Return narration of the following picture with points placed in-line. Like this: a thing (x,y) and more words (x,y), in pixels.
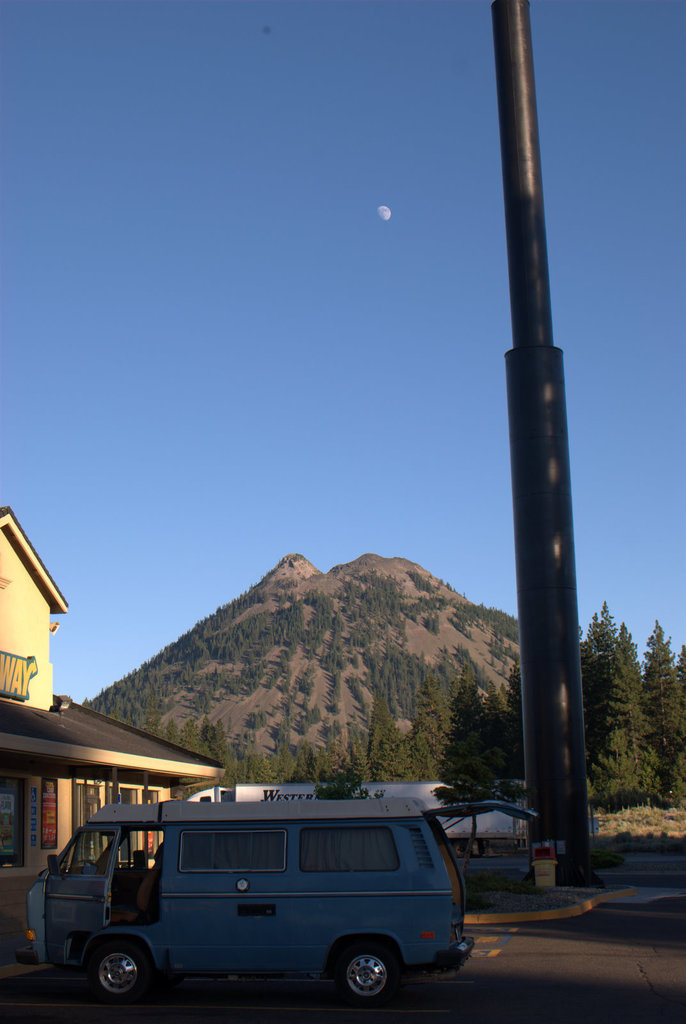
In this picture we can see a van (327,940) here, on the left side (22,796) there is a building (27,746), we can see some trees (592,688) and a hill (426,611) in the background (634,691), we can see a tower (546,657) here, in the background (398,419) there is the sky (329,388).
